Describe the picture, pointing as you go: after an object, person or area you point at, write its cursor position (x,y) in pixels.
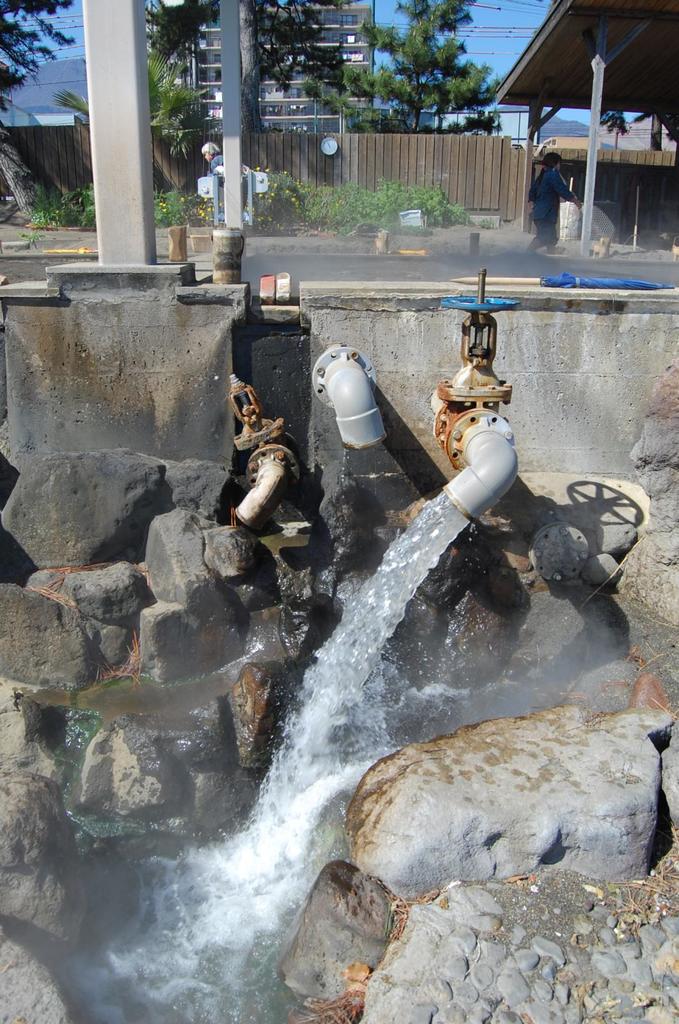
In the foreground of the picture (448,511) there are rocks (12,768), pipes (484,440) and water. At the top (132,239) there are poles (231,81) and stick (632,282). In the background (376,190) there are plants (420,195), trees (401,90), buildings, road (257,237) and a person (552,167).
